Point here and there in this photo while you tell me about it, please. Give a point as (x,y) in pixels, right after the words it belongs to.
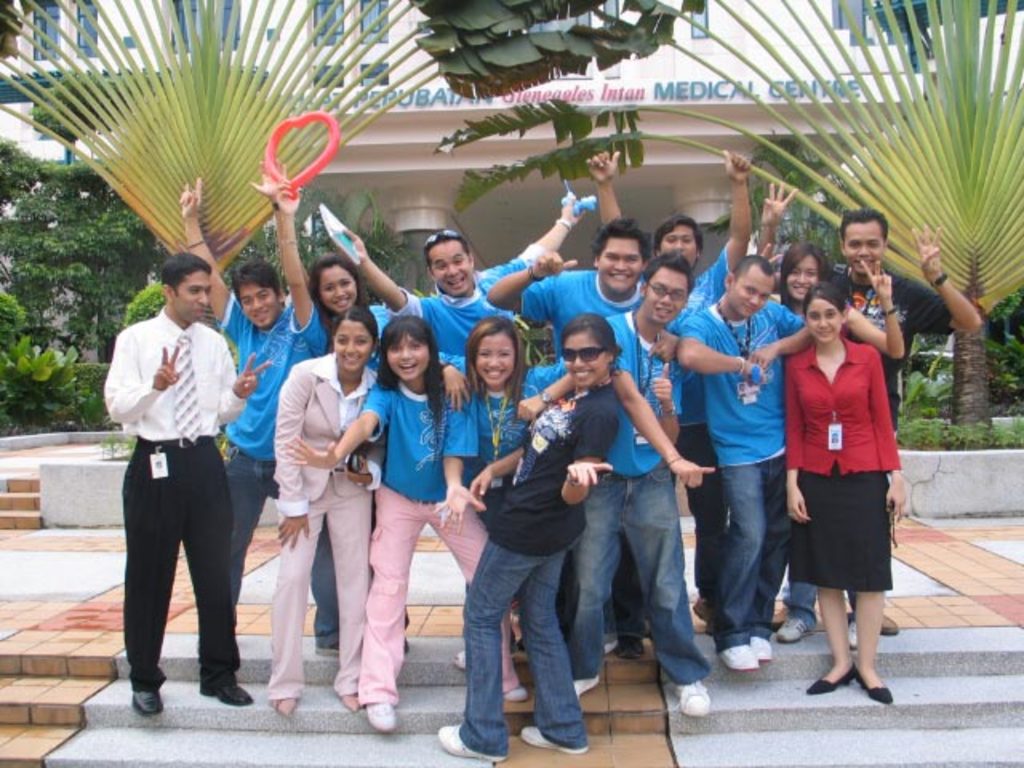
In this image we can see people (707,393) standing. At the bottom (186,739) there are stairs (194,754). In the background (182,173) there is a building (115,106) and trees (50,283).
